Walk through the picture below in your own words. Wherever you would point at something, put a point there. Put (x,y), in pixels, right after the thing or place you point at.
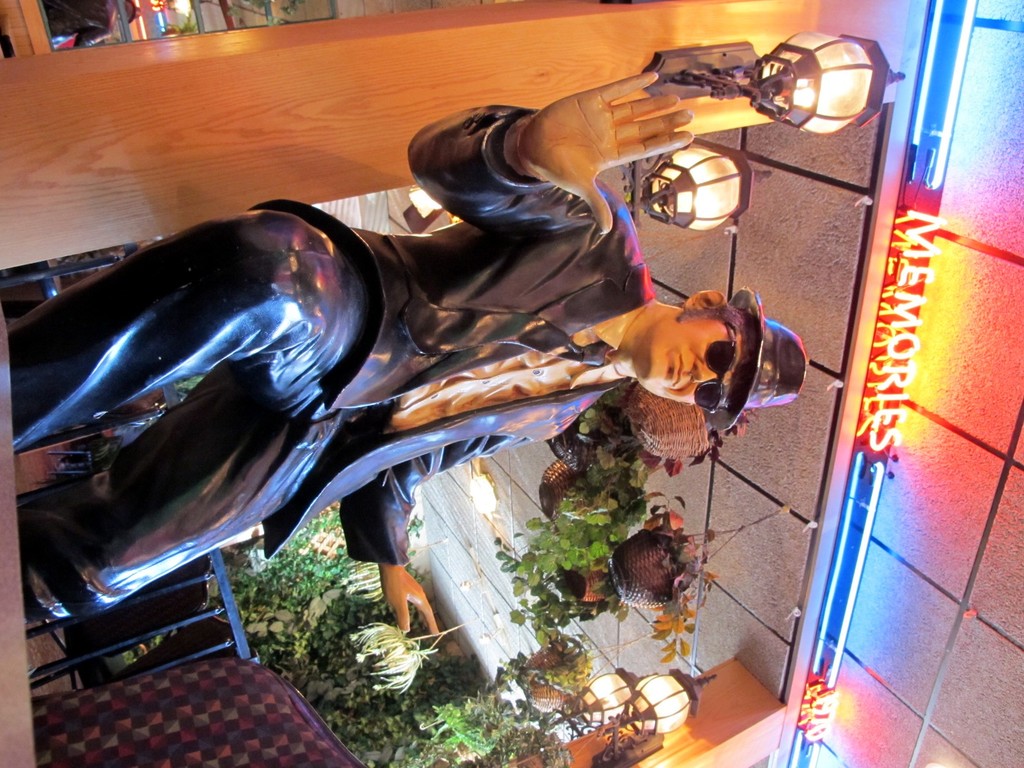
In this image we can see a statue (375,393), there are some plants (356,576), lights (645,688), there are few other plants (679,602) hanging to the roof (714,468), also we can see a board (910,328) with some text (913,360) on it.
